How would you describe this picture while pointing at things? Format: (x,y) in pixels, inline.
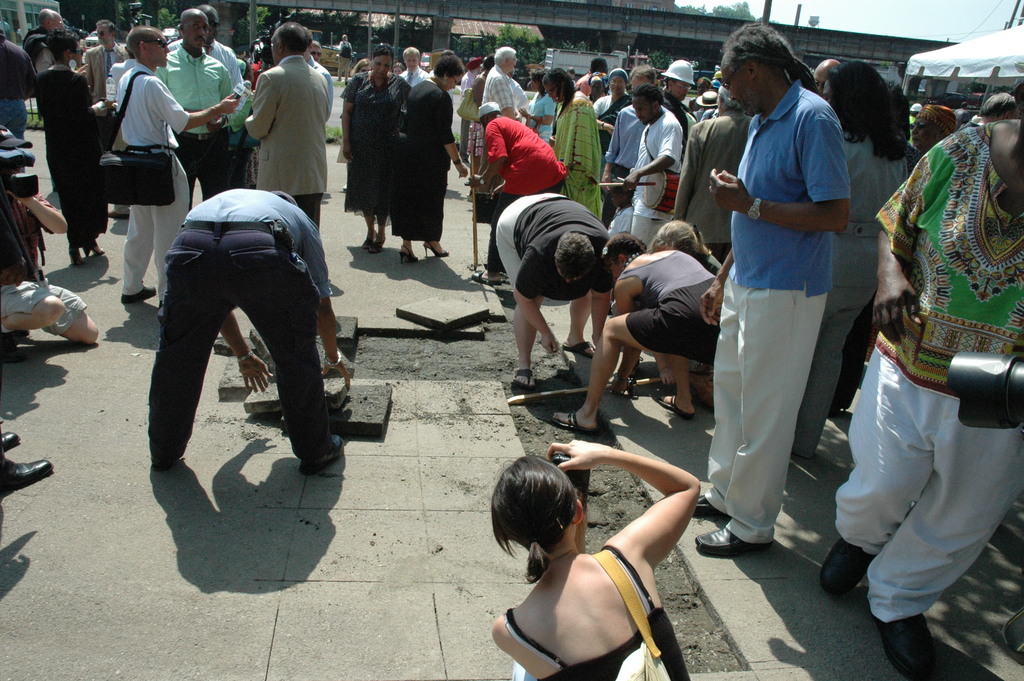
In this image I can see number of persons (286,135) are standing on the ground (983,559) and few persons (626,352) are bending and holding few objects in their hands (604,448). In the background (489,48) I can see a bridge (462,10), few trees (520,46) and the sky (867,15).
